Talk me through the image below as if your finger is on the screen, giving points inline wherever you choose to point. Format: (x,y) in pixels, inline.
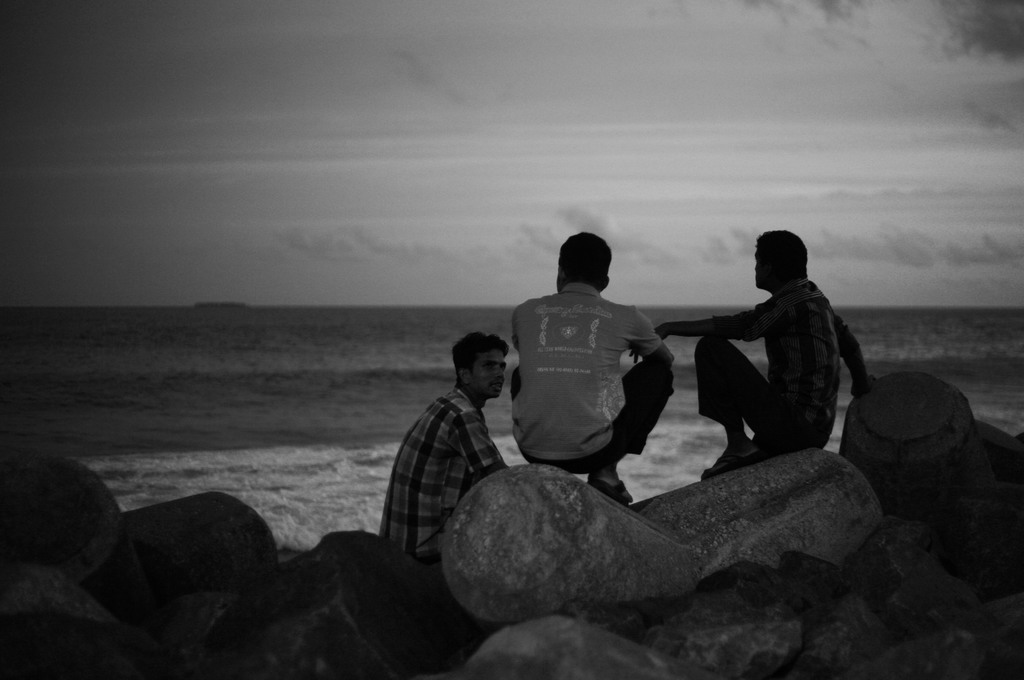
In this picture there are three people (664,404) sitting on the rocks (905,495). At the back (282,404) there is water (227,404). At the top (376,118) there are clouds (424,206).
